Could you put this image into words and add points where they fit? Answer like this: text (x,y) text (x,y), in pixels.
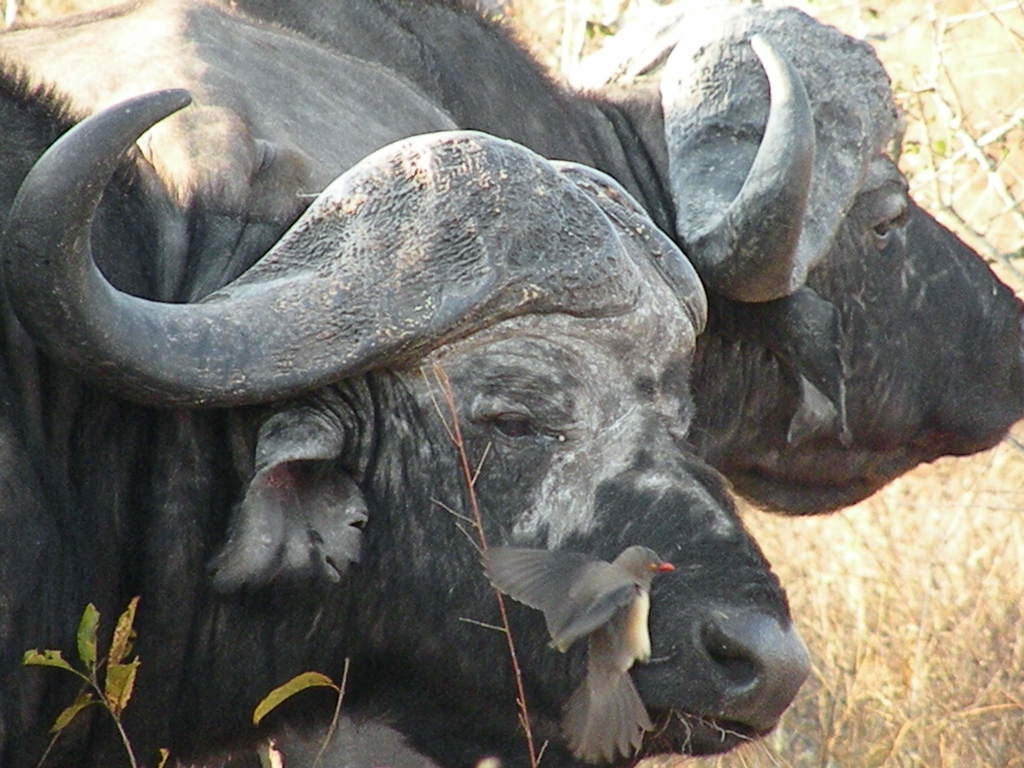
In this picture we can see animals (670,332) and a bird (530,583). There are leaves (128,689). On the right side of the image (989,503) we can see dried grass (923,130).
